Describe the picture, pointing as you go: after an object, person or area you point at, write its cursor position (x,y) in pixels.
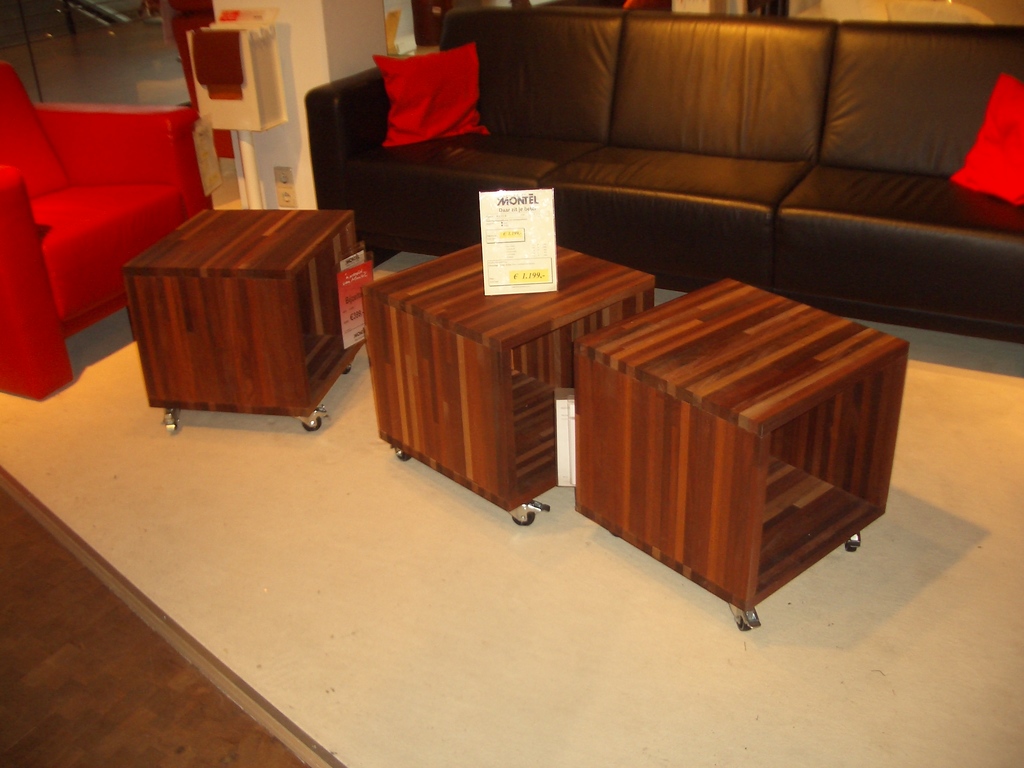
This picture shows a sofa bed (897,88) and three tables (256,347) and a chair (169,106).
